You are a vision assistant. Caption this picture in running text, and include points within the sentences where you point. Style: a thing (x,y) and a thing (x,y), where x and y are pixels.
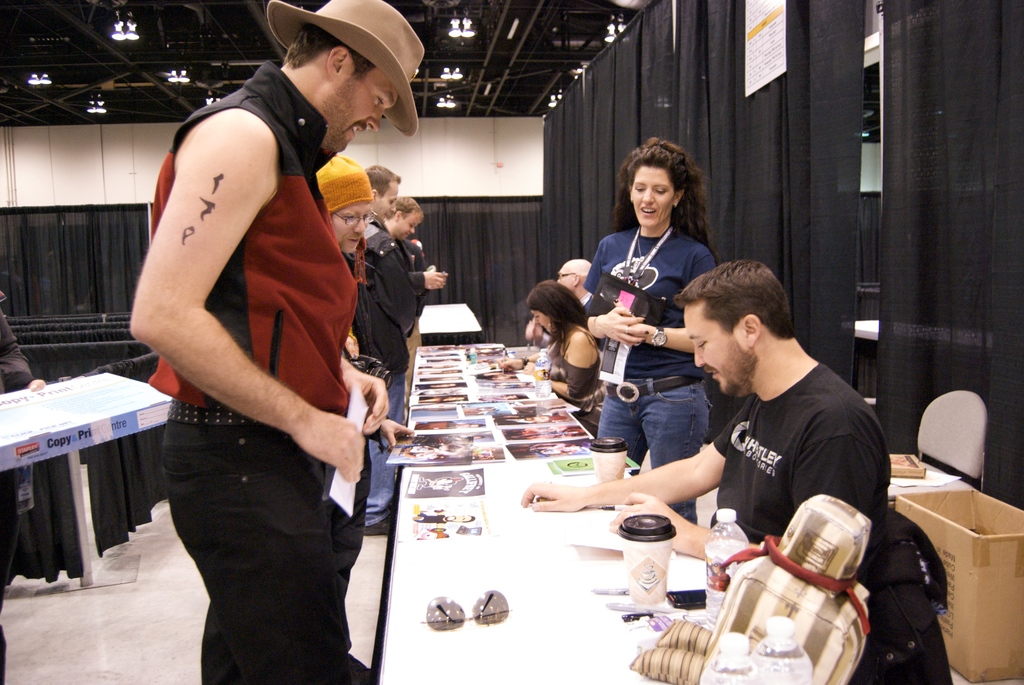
In this picture there is a table (459,623) in the center of the image (467,368), on which there are posters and there are people (695,442) around it, there is black color curtain (844,367) in the background area of the image (893,232).
